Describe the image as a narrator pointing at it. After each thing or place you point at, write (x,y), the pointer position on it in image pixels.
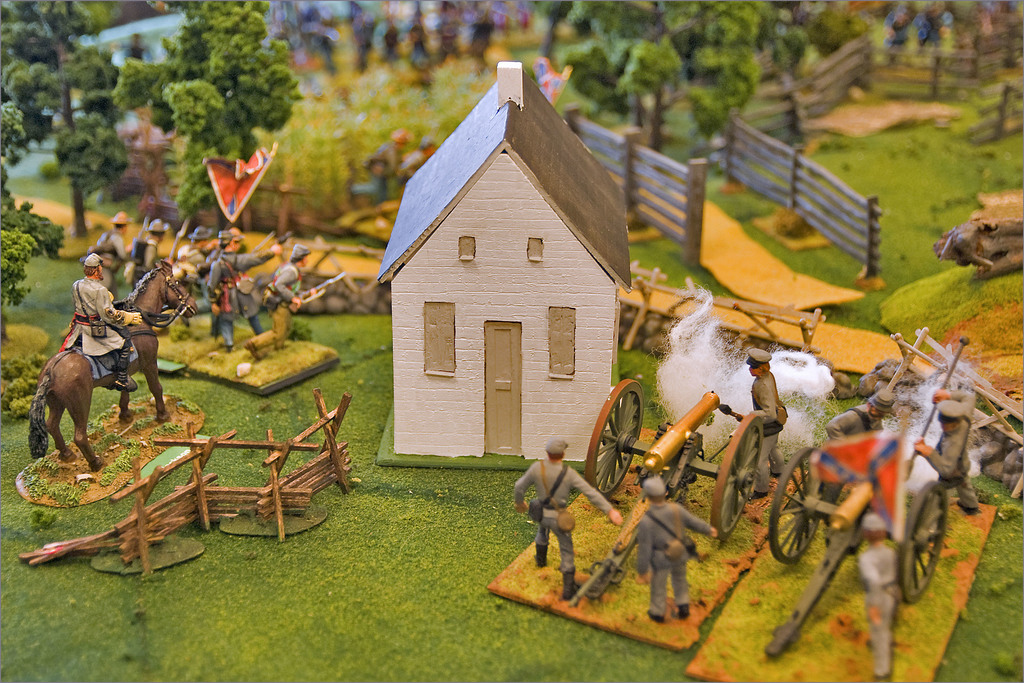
In this image we can see some toys (315,429). In that we can see a house (418,400) with a roof (607,228), a group of people (206,268) standing, some carts (841,544), the flag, wooden fence (253,509), a person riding a horse (54,402), grass (239,406) and a group of trees (699,99).
